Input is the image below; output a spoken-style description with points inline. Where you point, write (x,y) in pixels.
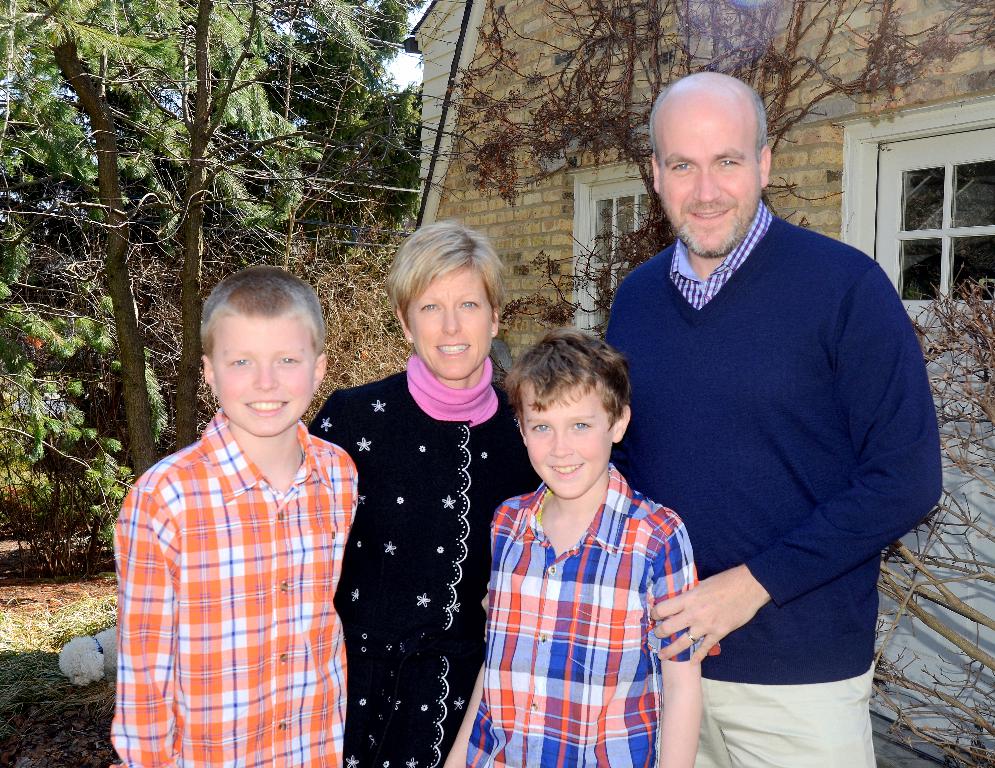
In this picture there are group of persons (565,521) standing in the center (468,501) and smiling. In the background (549,122) there is a building (544,193) and there are trees (231,164). On the ground (75,691) there is grass (75,691). On the right side (945,202) in front of the building (976,570) there is a dry tree (963,605) and there are windows (956,191) which are white and colour.
